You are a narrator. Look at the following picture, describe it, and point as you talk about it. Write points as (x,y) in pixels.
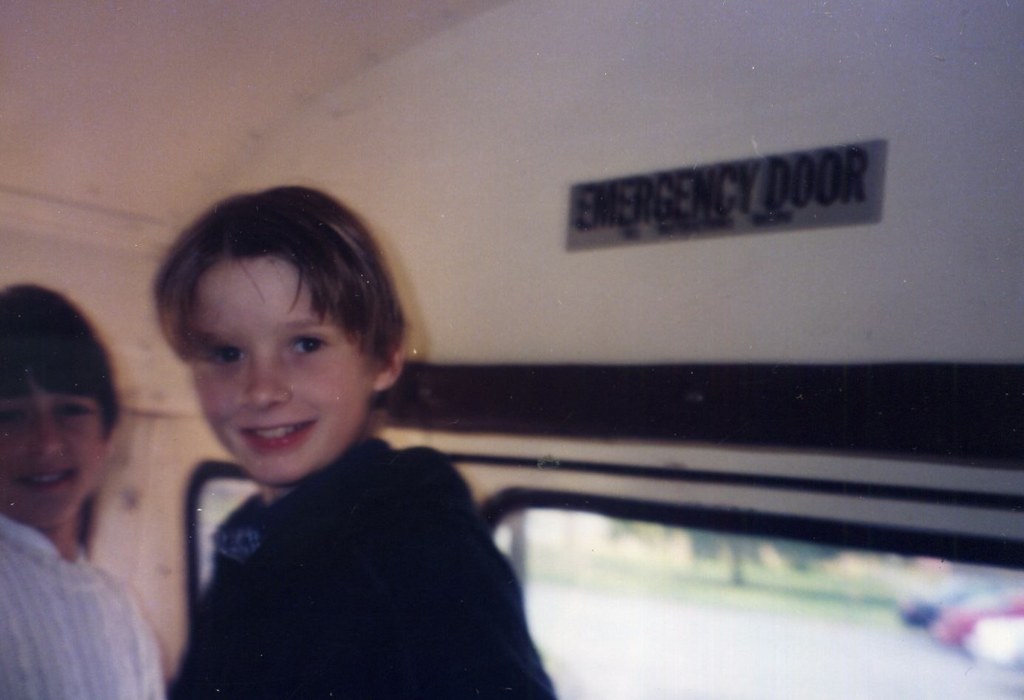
In the picture we can see a two children (452,625) are standing near the emergency door (590,513) with a glass (771,633) and from it we can see surface (836,654) with some cars (973,615) are parked and a grass surface (823,592) with a tree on it.
